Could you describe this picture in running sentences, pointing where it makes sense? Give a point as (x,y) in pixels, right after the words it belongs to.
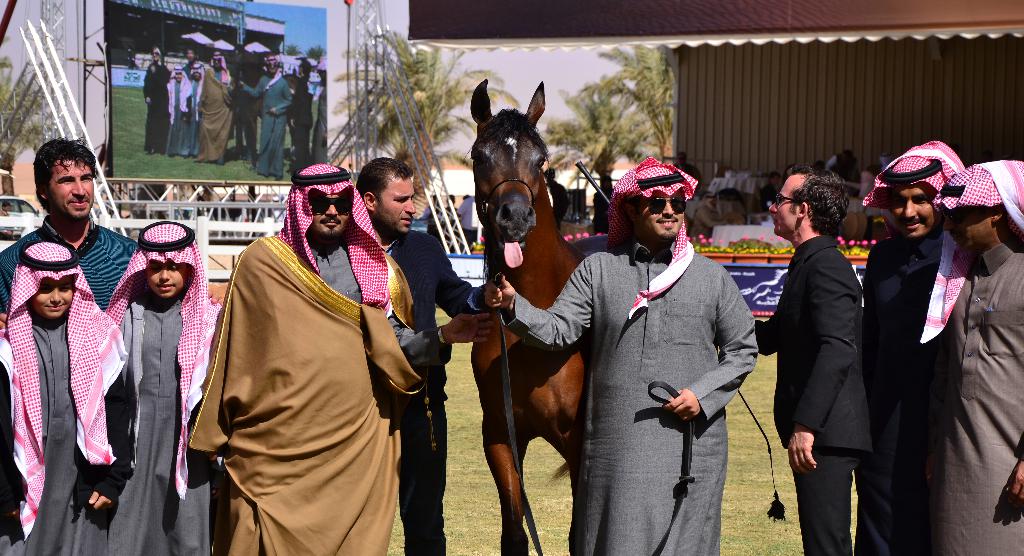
There are many persons (476,324) standing wearing an Arabic dress (317,300). A person (319,301) wearing a brown dress (319,381) is wearing goggles (319,200). A person (563,320) is holding a horse (523,377) with a rope (507,388). In the background (782,62) there is tent (821,46) and there is a screen (302,80). Car (20,212) on the left side (9,206).
